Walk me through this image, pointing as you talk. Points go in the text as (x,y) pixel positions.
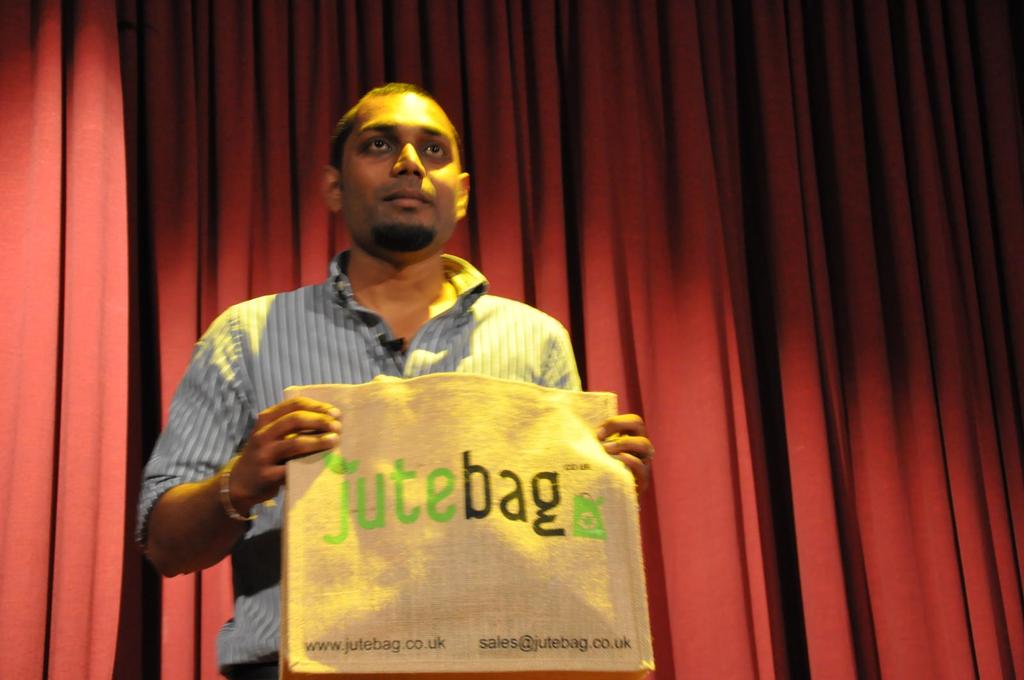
In this image we can see a man (346,284) holding a jute bag (452,504) with text (506,513) on that. In the back (770,294) we can see curtain (155,98).
